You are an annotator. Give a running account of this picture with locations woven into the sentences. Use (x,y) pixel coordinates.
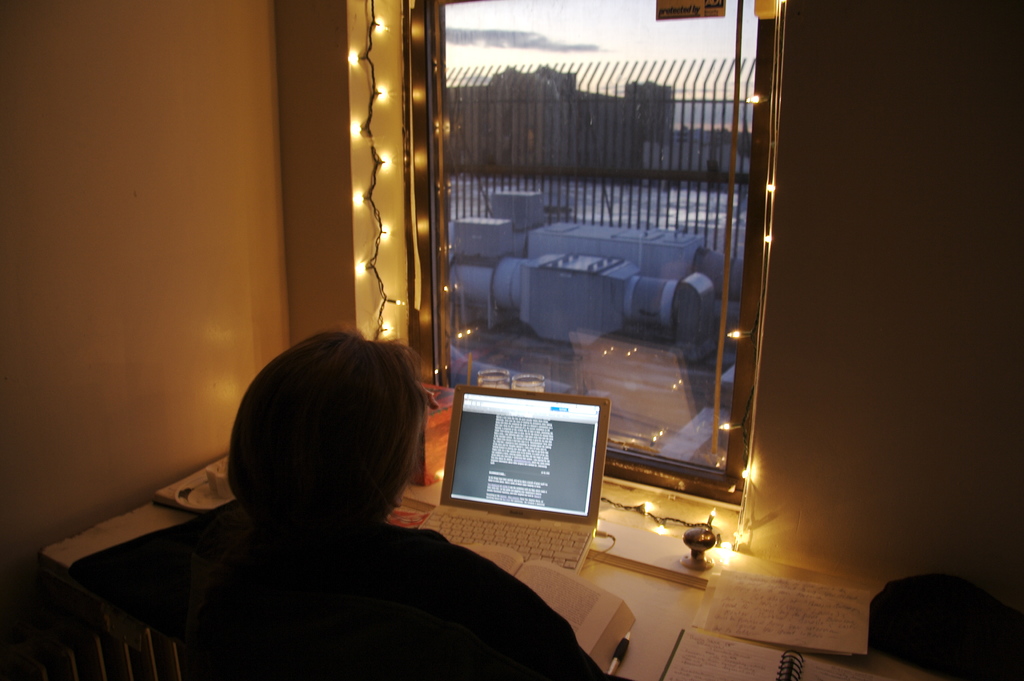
In this image at front (494,613) there is a person (373,547) sitting on the chair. In front of her there is a table (152,525). On top of it there is a laptop (524,473), switch board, books (681,656), pen (626,642) and bag (879,619). At the back side (240,232) there is a wall (267,181) with the glass window (432,107). We can see lights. At the background (637,113) there are buildings (644,126) and sky (607,49). We can see metal fencing (686,172) and few other objects (607,245) at the background of the image (590,226).
